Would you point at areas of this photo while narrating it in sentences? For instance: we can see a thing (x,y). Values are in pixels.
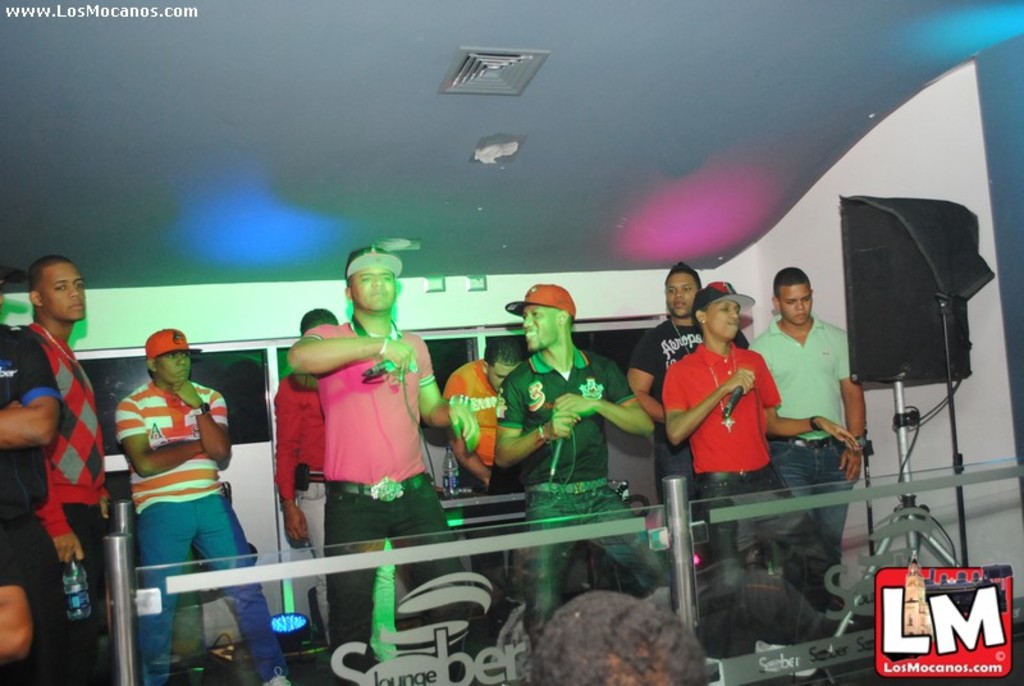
In the foreground of this image (633,653), on the bottom (623,654), there is a person's head (648,658) and the glass railing (810,560). On the right (885,360), there is a speaker box (939,255). In the middle (597,398), there are few men (557,392) standing and holding mics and few (662,323) are standing. There is a man (471,465) standing in front of a table (480,513). In the background (236,346), there is a wall (275,592) and a light (289,624). On the top (527,119), there is the ceiling (296,125).
